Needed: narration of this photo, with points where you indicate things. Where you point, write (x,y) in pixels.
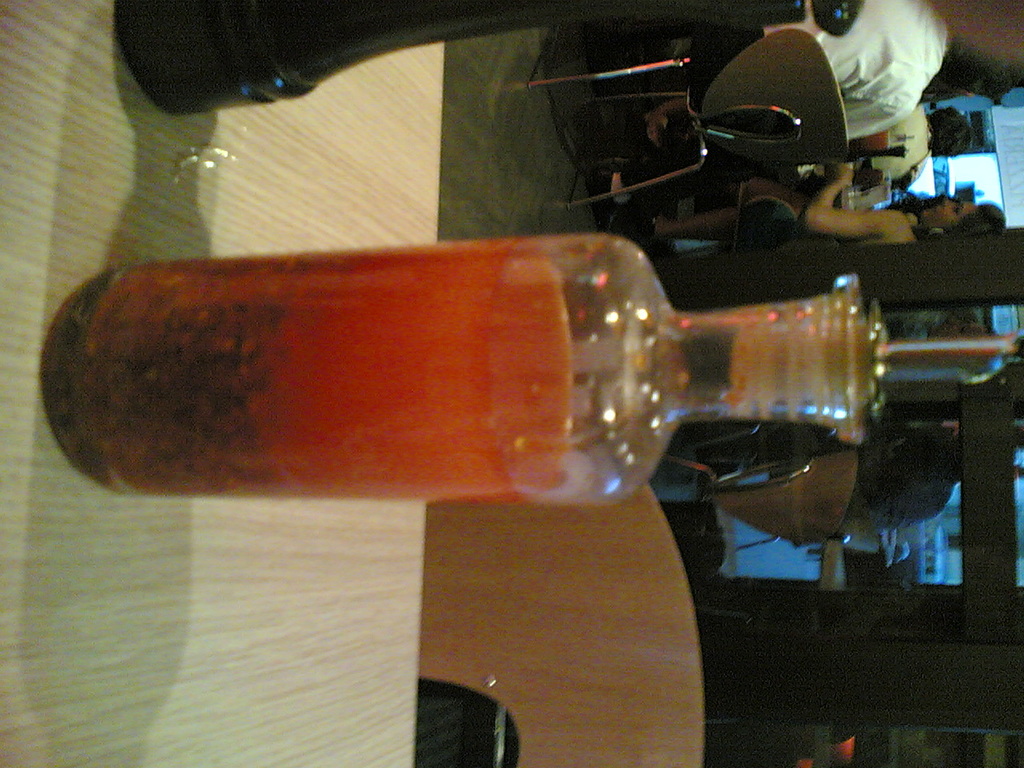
In this image I can see a glass bottle (319,387) on the table (243,620). To the right (801,124) there are group of people (770,192) sitting on the chairs (815,102).
